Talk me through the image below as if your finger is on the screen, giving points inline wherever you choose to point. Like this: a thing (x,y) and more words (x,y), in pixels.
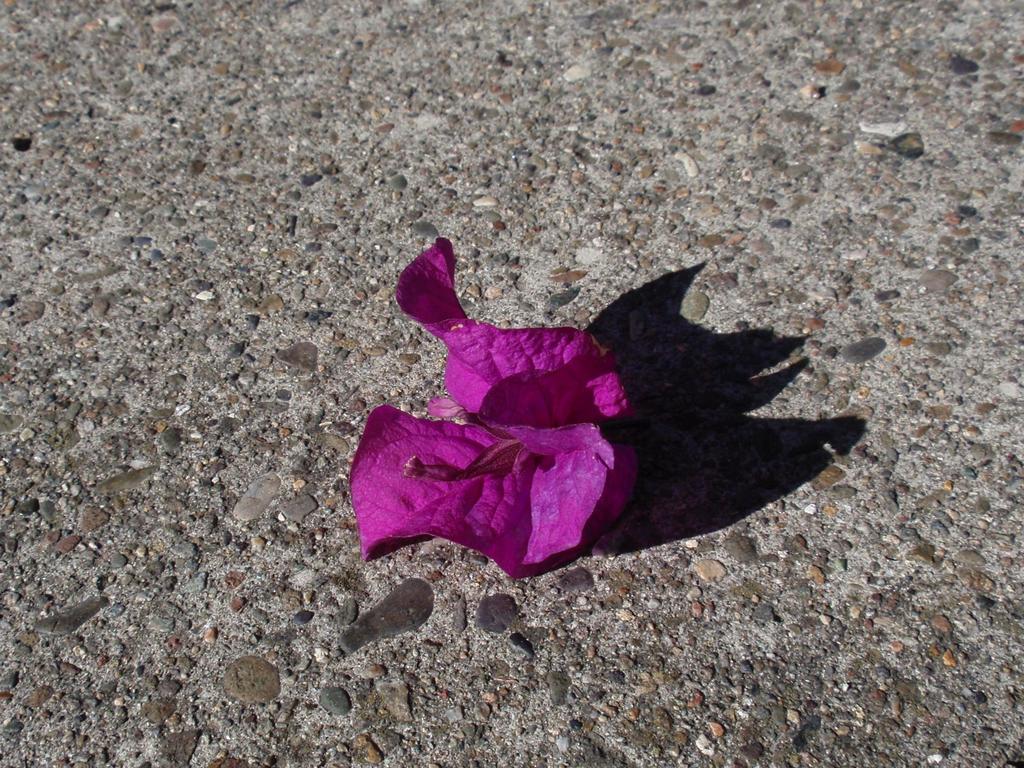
In this picture we can see pink flower (427,293) on the surface (579,203).
